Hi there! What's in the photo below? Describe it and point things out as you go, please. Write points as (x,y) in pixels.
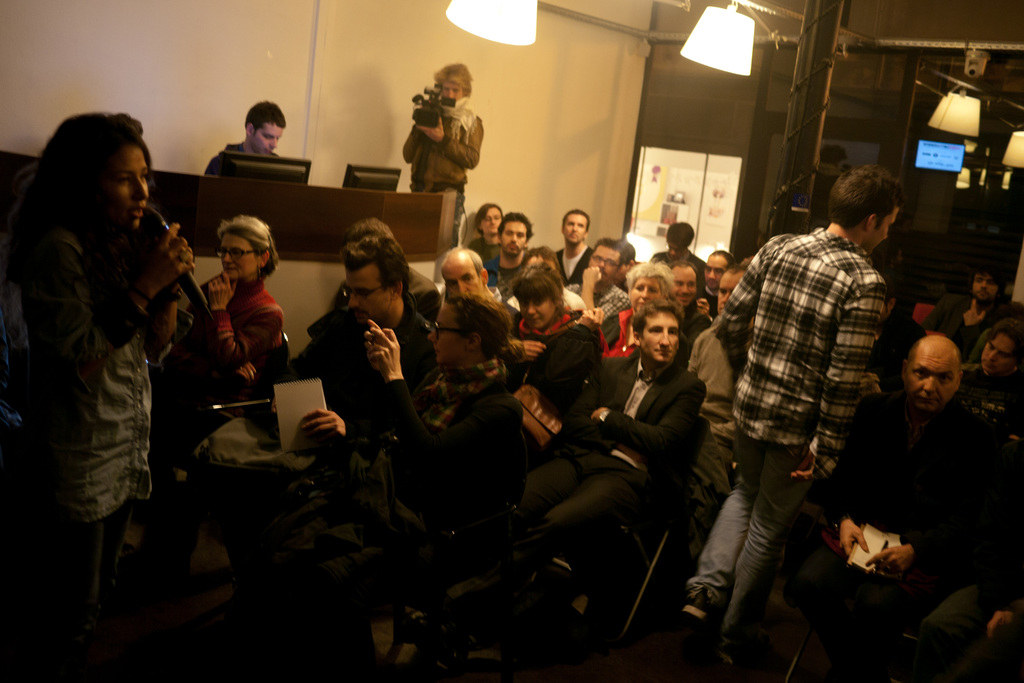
In this picture we can see the wall (540,127), lights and objects (934,158). On the left side of the picture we can see a man (482,139) standing and holding a camera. We can see people (969,632) sitting on the chairs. In the middle portion of the picture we can see a man (752,542) walking on the floor (578,674). On the right side of the picture (880,578) we can see a man (882,579) sitting on the chair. He is holding a pen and book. On the left side of the picture (112,307) we can see a woman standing and holding a microphone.
